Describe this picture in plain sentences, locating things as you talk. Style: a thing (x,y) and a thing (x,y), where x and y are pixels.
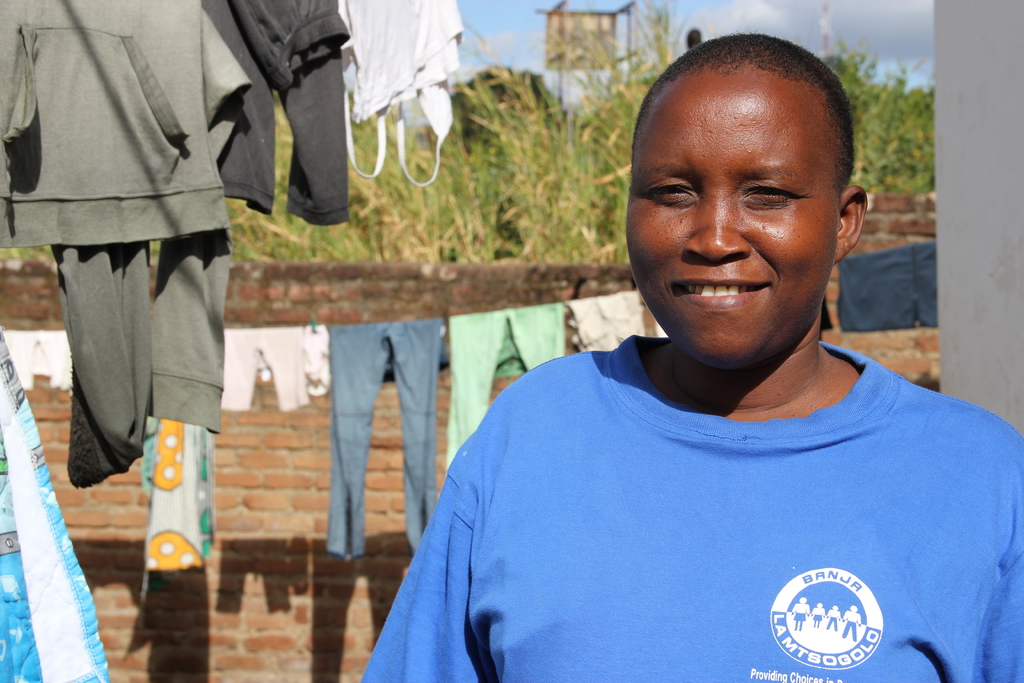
In this image we can see a person (755,567). There are many clothes (265,340) hanged on the rope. There is a wall (325,618) in the image. There is a blue and a slightly cloudy sky (786,21) in the image. There are many plants (468,210) in the image.
